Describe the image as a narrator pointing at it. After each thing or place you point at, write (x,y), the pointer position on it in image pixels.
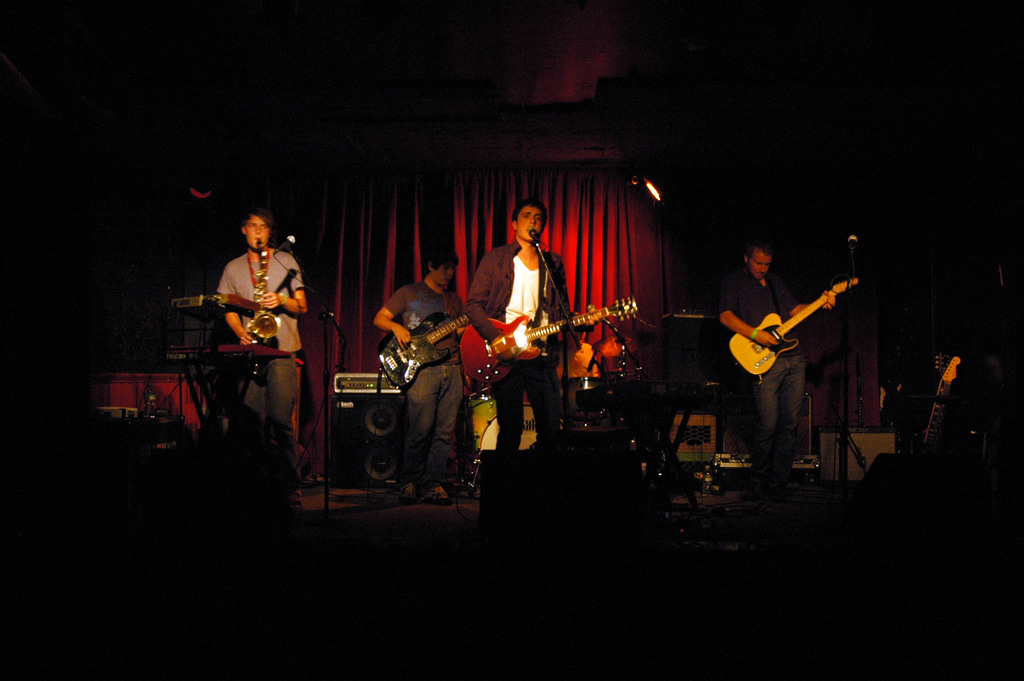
In this image I see 4 men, in which these 3 (514,411) are holding the guitars (415,365) and this man (271,228) is holding a musical instrument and I see the mics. In the background (322,256) I see the speakers (556,519), drums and a person (577,335) and the curtain (358,369).
